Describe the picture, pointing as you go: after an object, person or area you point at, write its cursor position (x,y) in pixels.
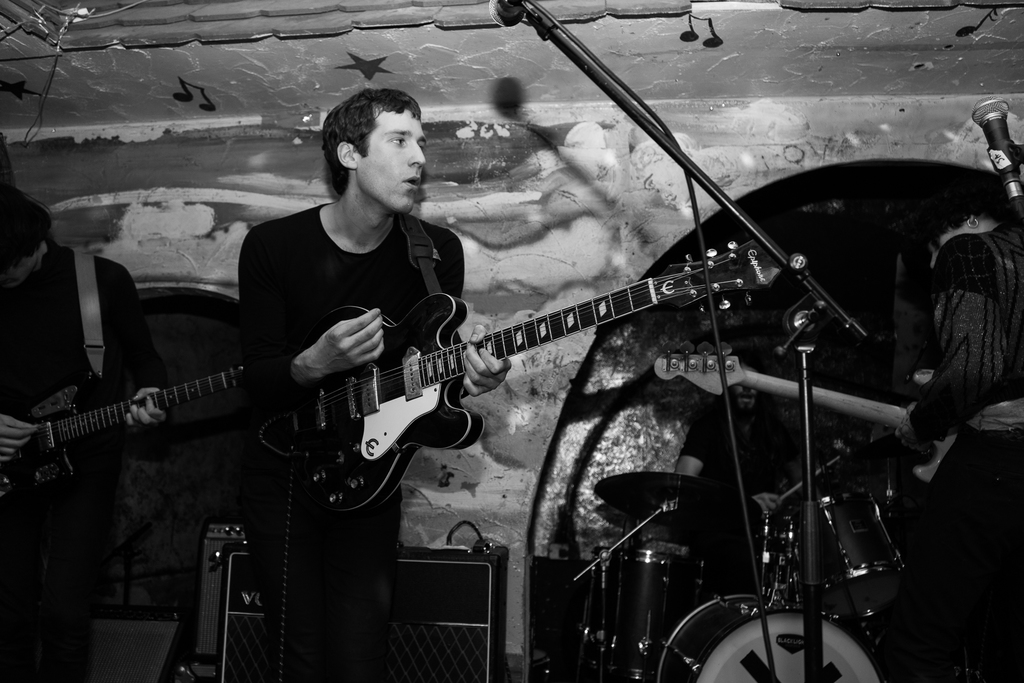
In this picture there are two members (386,237) playing guitars (74,393) in their hands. Two of them were men (293,358). In the right side (936,412) there is another person (936,393) playing guitars (925,464). We can observe some drums (850,549) here. In the background (534,315) there is a wall (247,201).
